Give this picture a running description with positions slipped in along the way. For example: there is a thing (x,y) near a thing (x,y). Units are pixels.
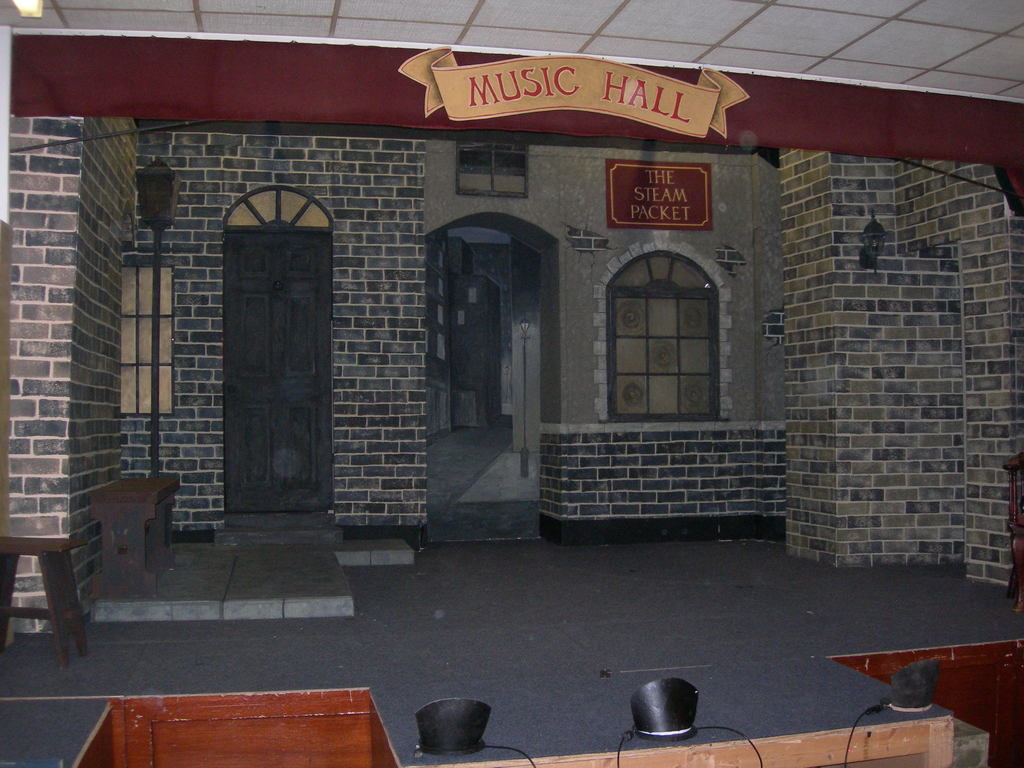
In this picture there is a music hall (53,286) in the center of the image (466,454) and there are benches (135,569) on the left side of the image (110,532).
